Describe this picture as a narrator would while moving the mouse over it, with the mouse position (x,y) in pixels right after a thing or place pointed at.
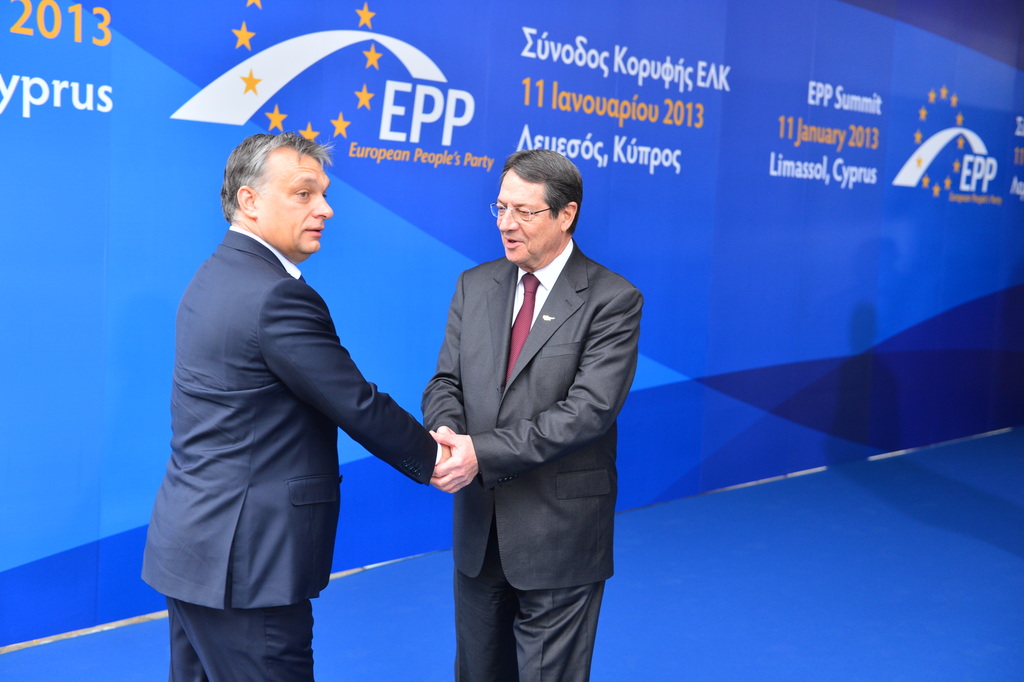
In this image we can see two persons (389,408) are handshaking. One person (465,455) is wearing specs (494,211). In the back (525,81) there is a banner (351,95) with text (608,104).
